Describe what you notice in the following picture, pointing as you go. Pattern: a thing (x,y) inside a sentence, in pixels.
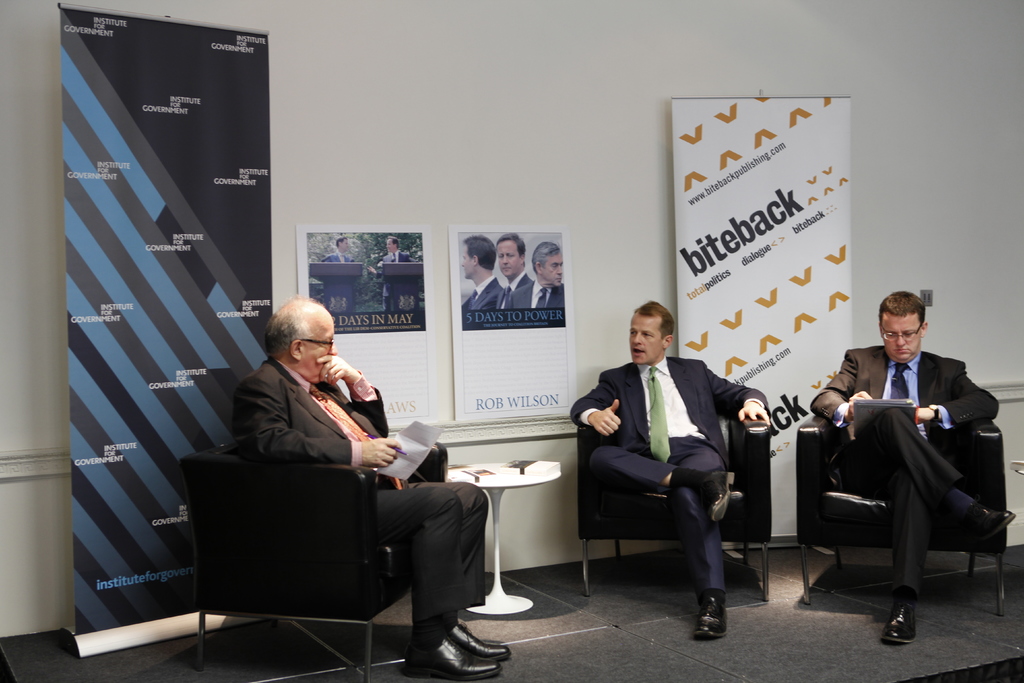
In this image I can see there are three men (323,447) who are sitting on a chair (427,458) in front of a table (484,485) on the floor (667,645).
